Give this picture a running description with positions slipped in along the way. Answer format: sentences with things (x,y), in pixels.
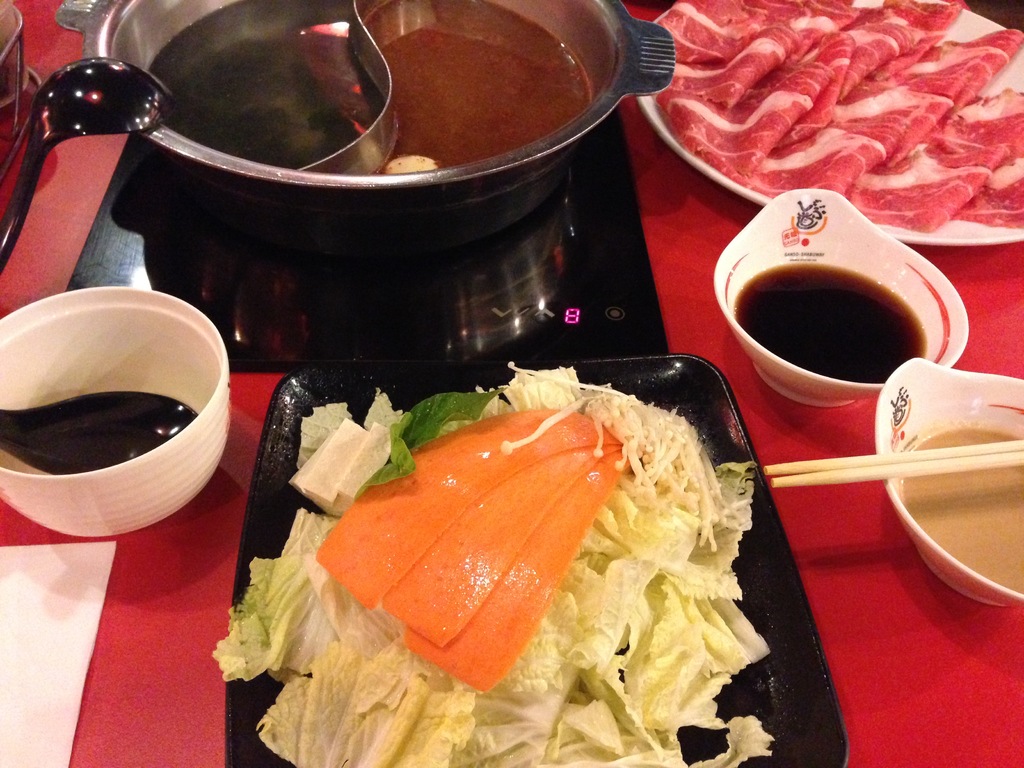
In this image there are bowls (398,183), spoons (137,443), chopsticks (818,481), plates (793,78), paper (56,642) on the table (832,626). There is a meat (795,79) on the white plate (703,167) and soup (860,321) in the bowl (917,295).
